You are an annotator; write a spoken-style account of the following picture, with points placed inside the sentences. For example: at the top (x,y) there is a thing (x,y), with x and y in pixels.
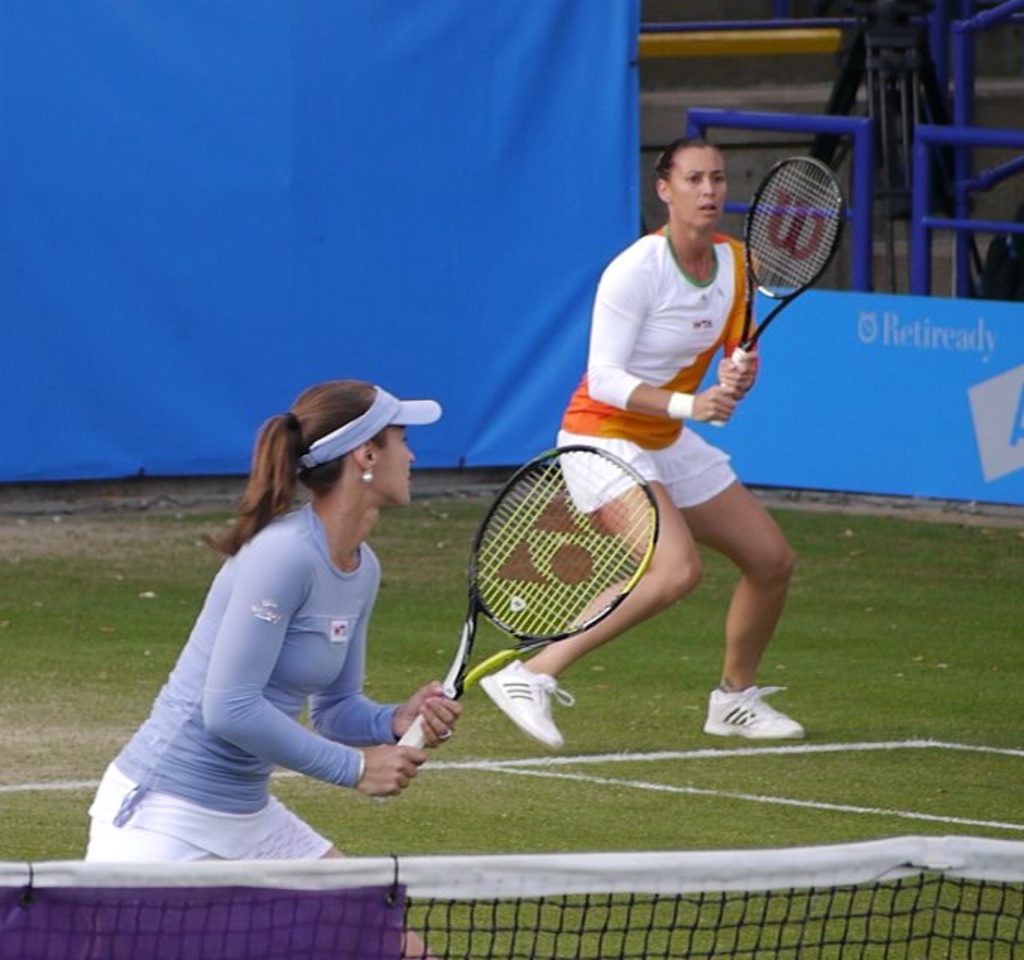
Two women (222,723) are playing tennis. Of them one is wearing a white t shirt (650,333) with orange stripe (686,392) on it. The other is wearing a pale blue shirt (237,725). There is a blue color screen (221,224) behind them.
